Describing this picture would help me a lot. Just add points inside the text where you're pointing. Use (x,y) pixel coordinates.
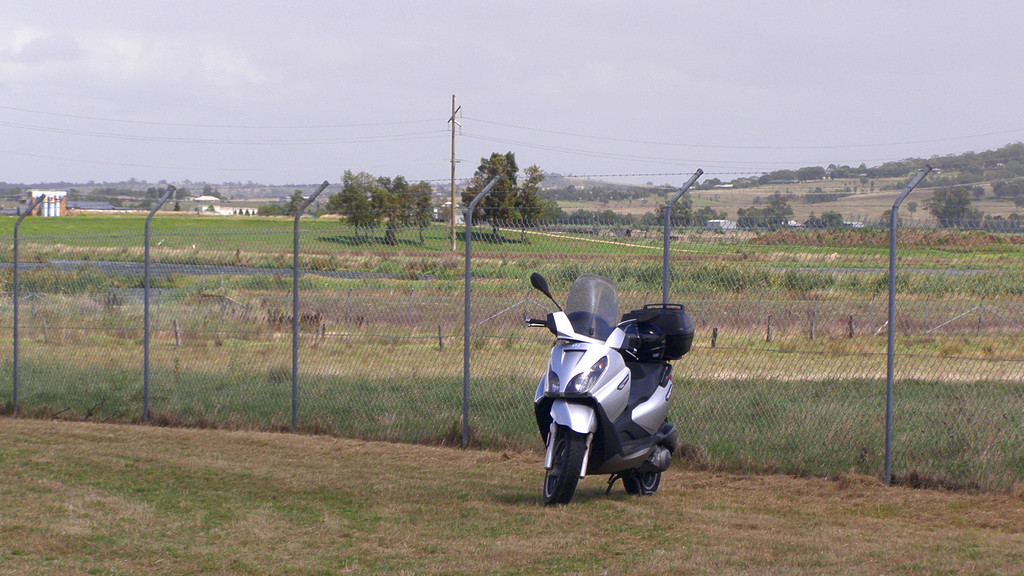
There is a scooter (581,381) with a box (660,321) on it. In the back (437,274) there is a mesh fencing (704,262) with poles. In the background (346,206) there are trees (501,207), buildings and sky (660,102). Also there is a electric pole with wires (399,135).
